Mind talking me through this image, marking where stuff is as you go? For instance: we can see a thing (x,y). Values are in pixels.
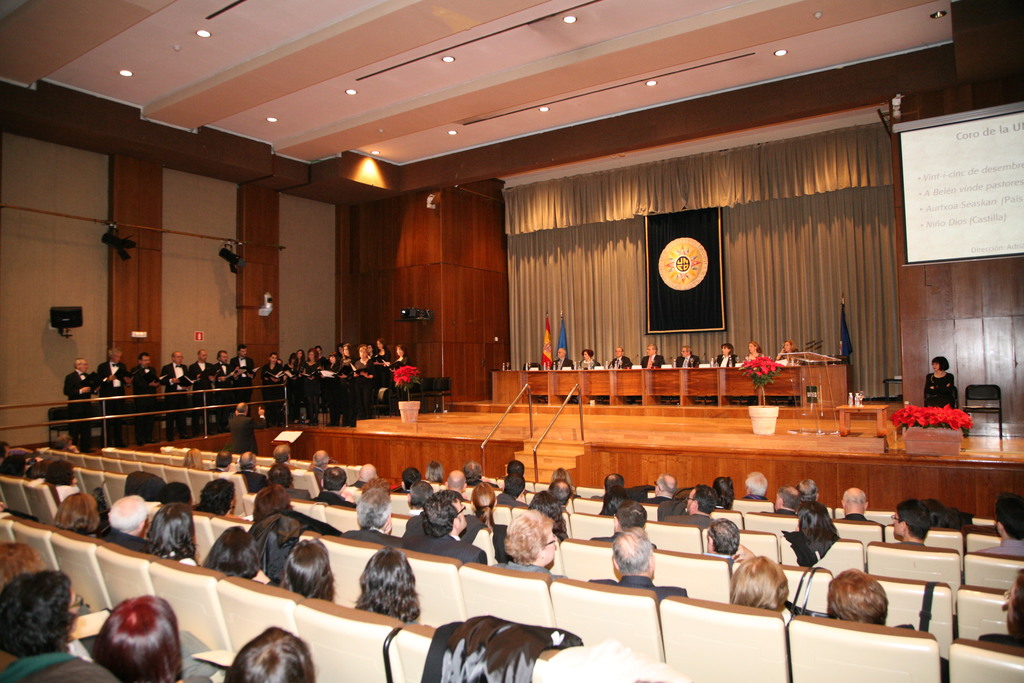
This picture describes about group of people (616,500), few are seated on the chairs (579,554) and few are standing, on the right side of the image (950,186) we can see a projector screen (961,228) and flowers (961,416), in the background (836,328) we can find few flags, curtains (514,258), lights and speakers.
